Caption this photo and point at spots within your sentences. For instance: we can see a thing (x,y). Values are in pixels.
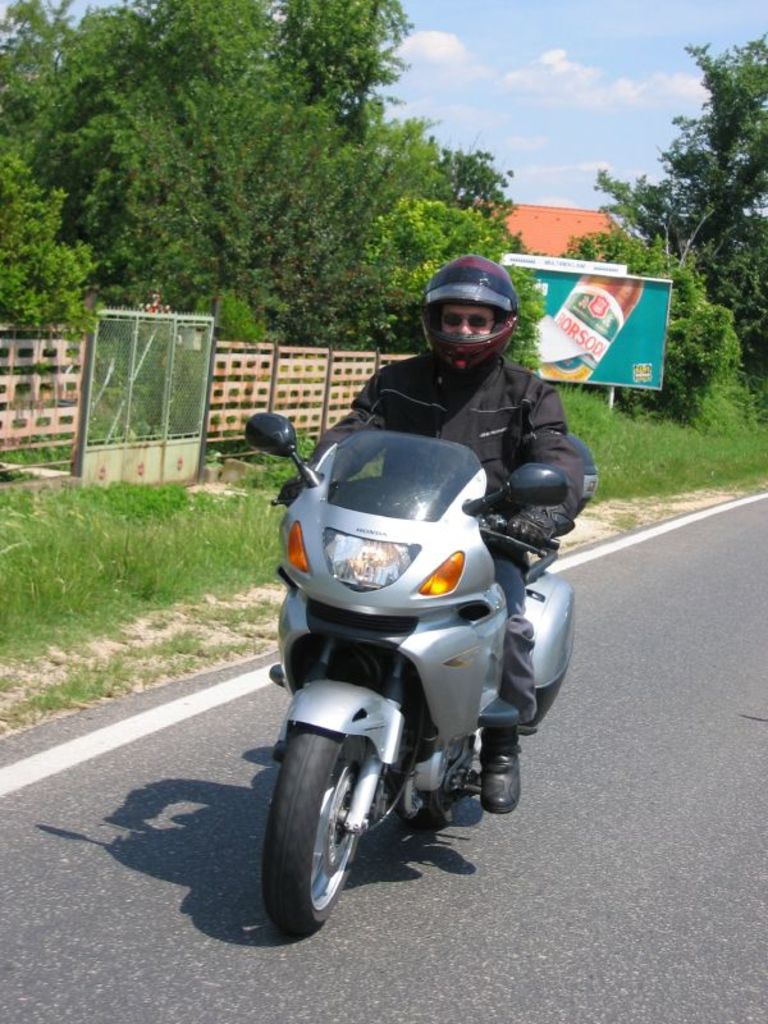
In this picture we can see a man (443,413) is riding motorcycle (438,735) on the road (446,843), he wore a helmet (487,357), in the background (549,367) we can see a hoarding (612,281), few trees (287,147) and a house (547,244).
